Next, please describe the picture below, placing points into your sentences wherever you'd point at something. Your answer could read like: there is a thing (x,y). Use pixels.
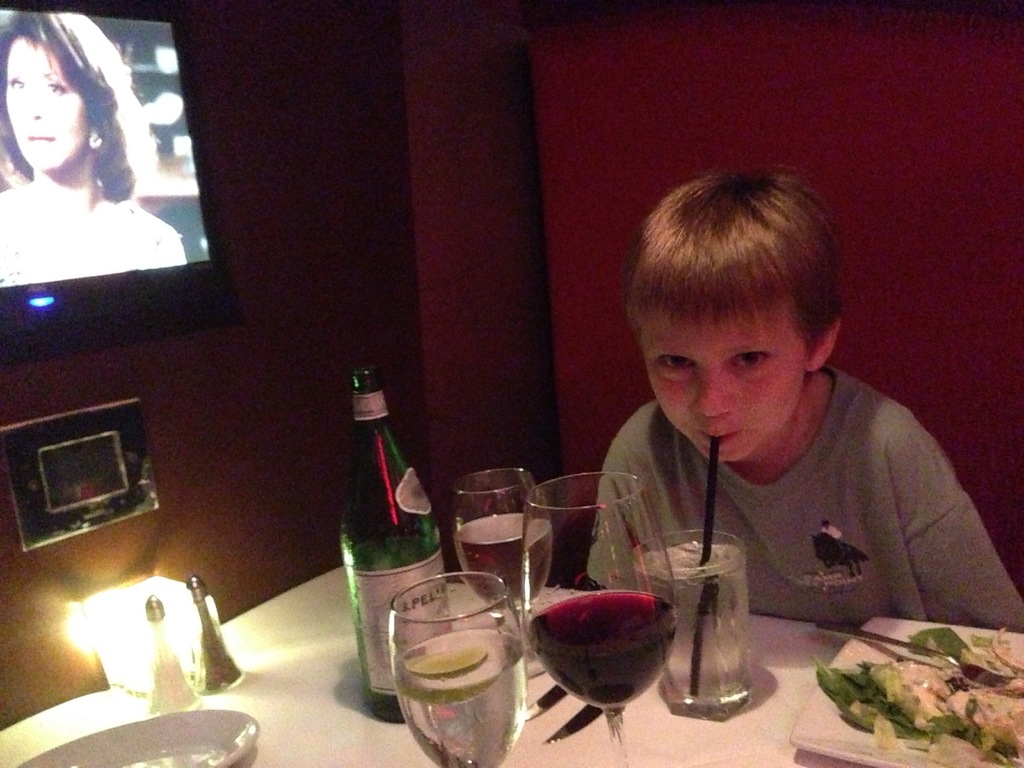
In this picture we can see a boy (749,491), in front of him we can see few glasses (547,574), bottle (410,515), plates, light (189,630) and other things (159,602) on the table (337,649), beside to him we can see a television (225,299) on the wall (225,167).
